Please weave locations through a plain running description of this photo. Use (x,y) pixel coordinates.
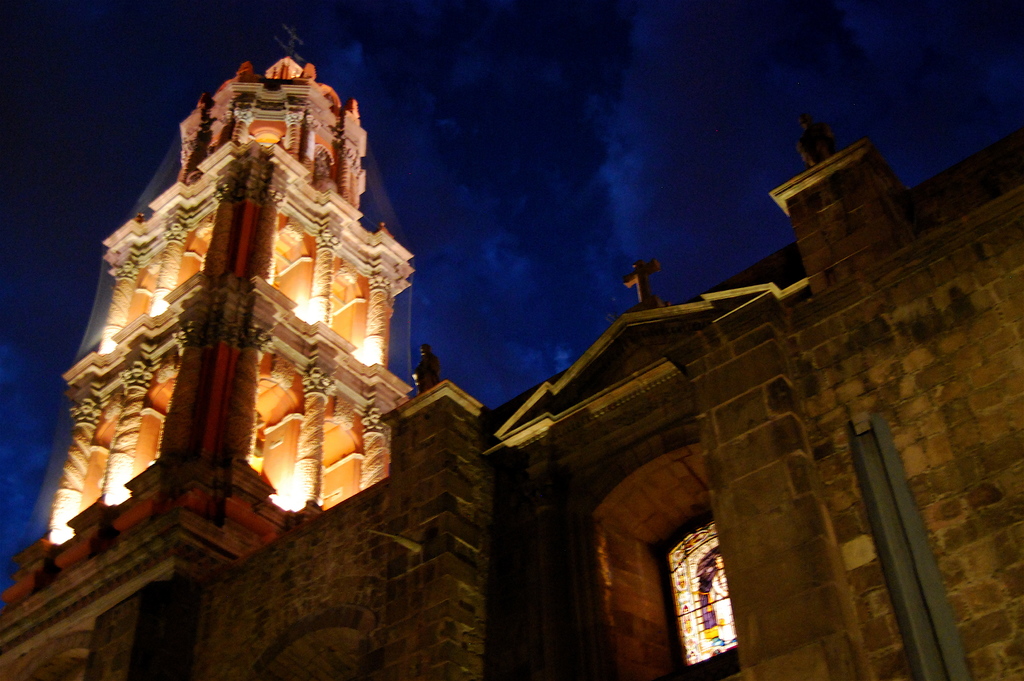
In the image there is a building (463,437) with walls (840,499), arches (614,611), glass windows (696,553), statues (424,367) and pillars (236,380). And also there are lights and net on the building pillars (233,234). And there is a blue color background (660,95).
